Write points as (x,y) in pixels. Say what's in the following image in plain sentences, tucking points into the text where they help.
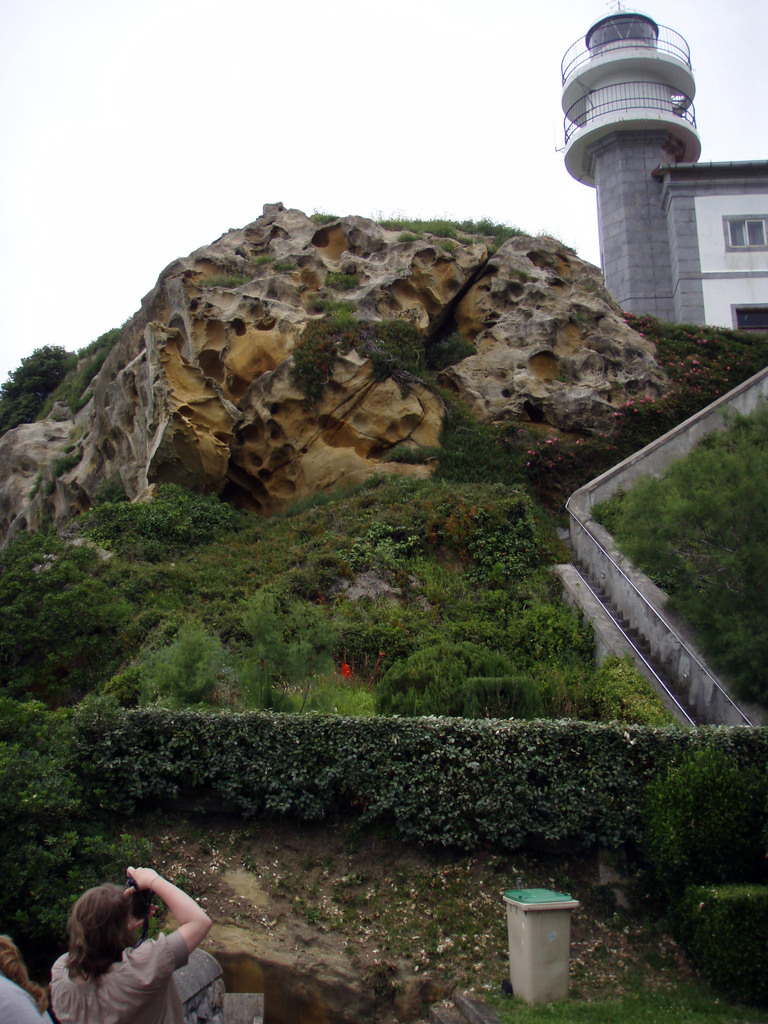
This picture is clicked outside. In the foreground (50,983) we can see a person (97,985) holding an object (152,890) and we can see some other objects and we can see the grass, plants (366,672), stairway (723,716), railings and in the center (334,467) we can see an object (246,356). In the background (435,121) we can see the sky (503,141), tower (646,138) and a building (715,253).
